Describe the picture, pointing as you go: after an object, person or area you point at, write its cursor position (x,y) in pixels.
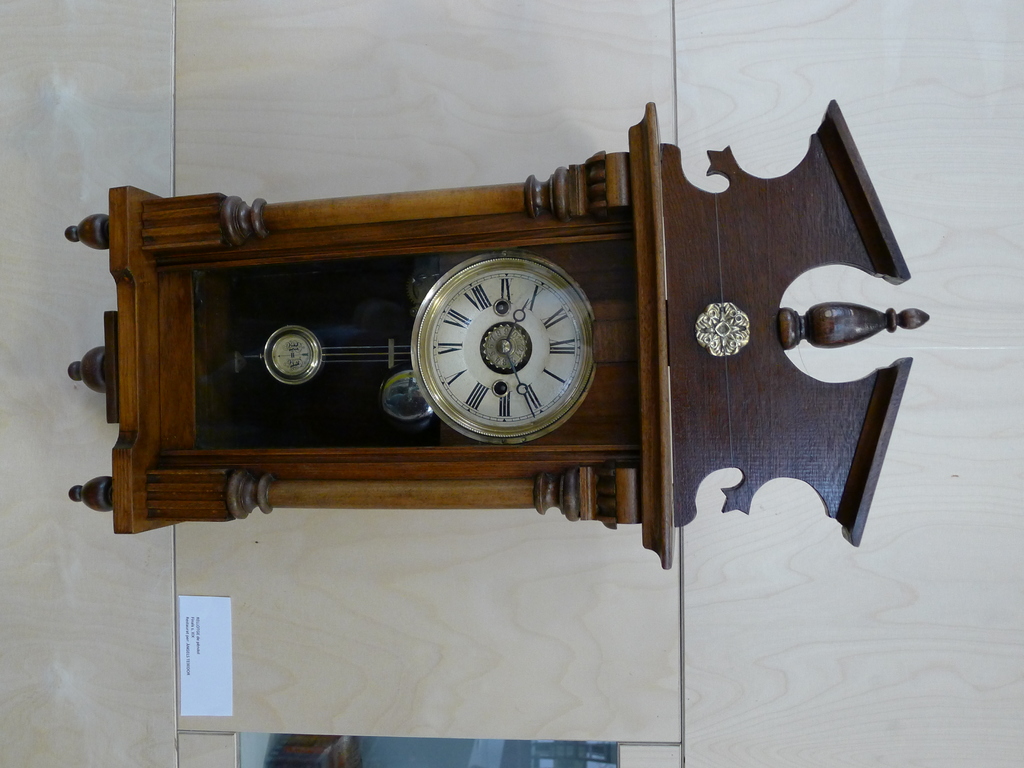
In this image, I can see a pendulum wall clock (519,453). At the bottom of the image (179,696), I can see a paper (215,650) attached to a wooden wall (568,663).
